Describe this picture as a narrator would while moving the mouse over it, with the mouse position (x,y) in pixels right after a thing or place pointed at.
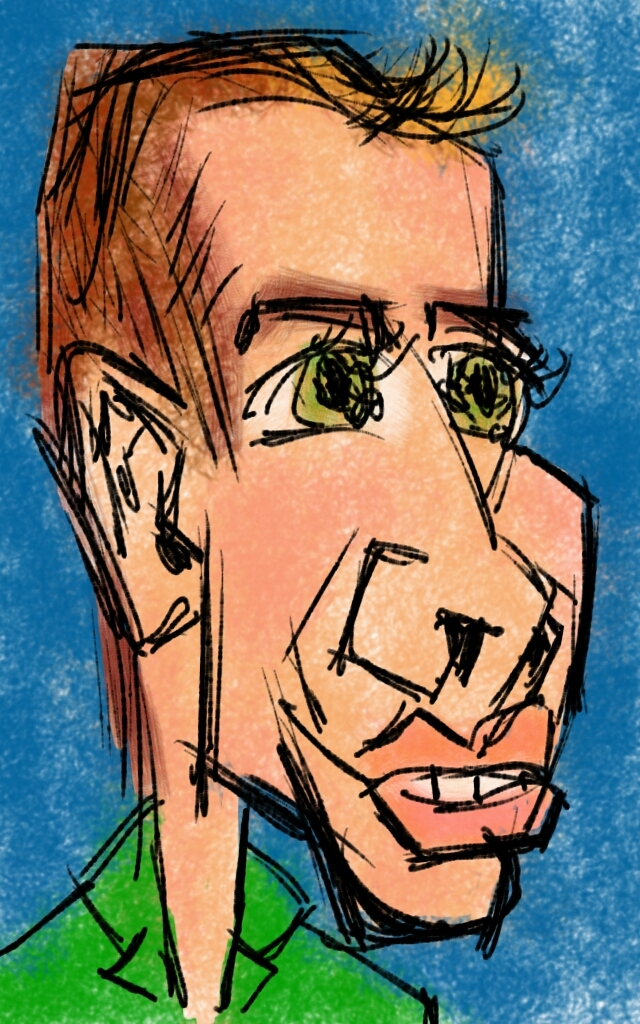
In this image, we can see a cartoon (345,562) and the background (567,169) is in blue color.
